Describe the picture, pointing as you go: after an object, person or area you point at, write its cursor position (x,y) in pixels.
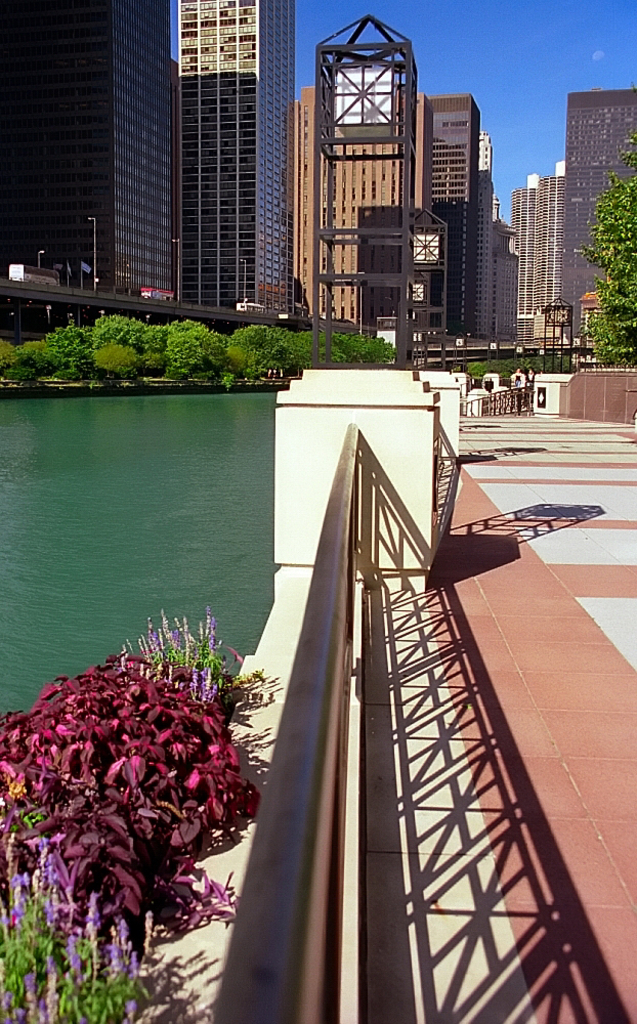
This picture is clicked outside. In the foreground (338,827) we can see the plants (201,831), railings (321,650) and the ground (476,539) and a water body (165,477). In the background (403,112) we can see the sky (495,58), skyscrapers (428,184), buildings (587,304), lamp posts (179,271), bridge (149,310), trees (482,364), persons (531,385) like things (521,387) and some other items (612,385).
